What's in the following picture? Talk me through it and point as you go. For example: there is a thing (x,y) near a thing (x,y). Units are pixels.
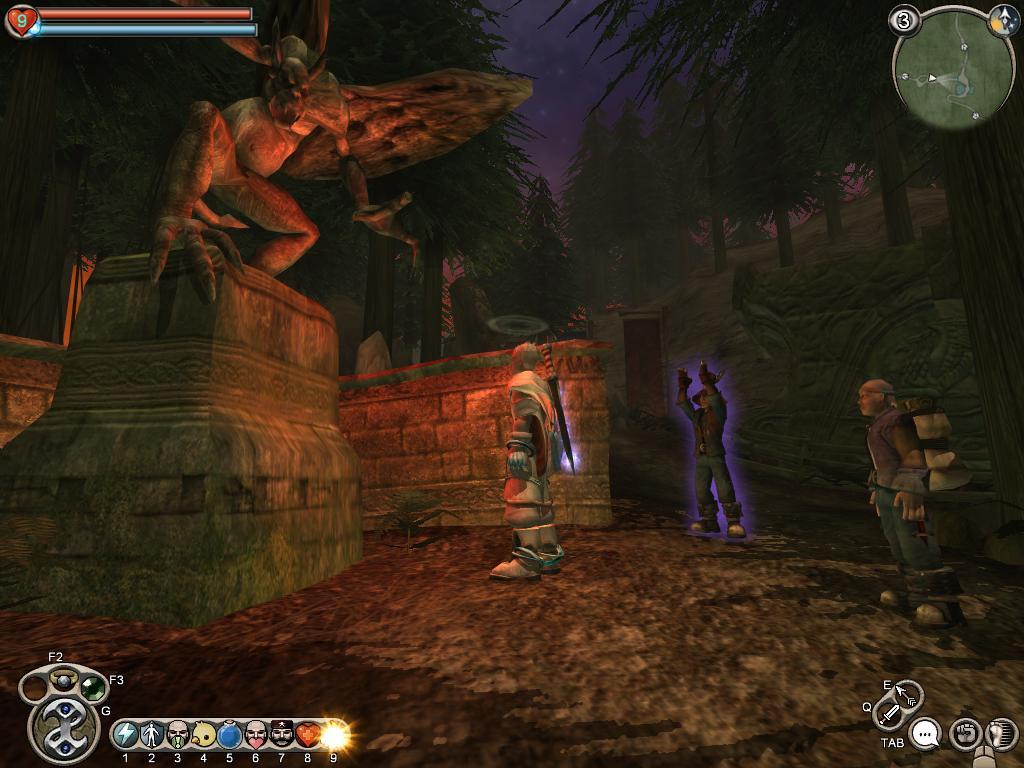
This is an animation picture. On the left side (179,438) there is a sculpture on a wall (281,396). Also some people (540,424) are there. On the corners there are some icons (74,30). In the back (575,169) there are trees (737,137).
